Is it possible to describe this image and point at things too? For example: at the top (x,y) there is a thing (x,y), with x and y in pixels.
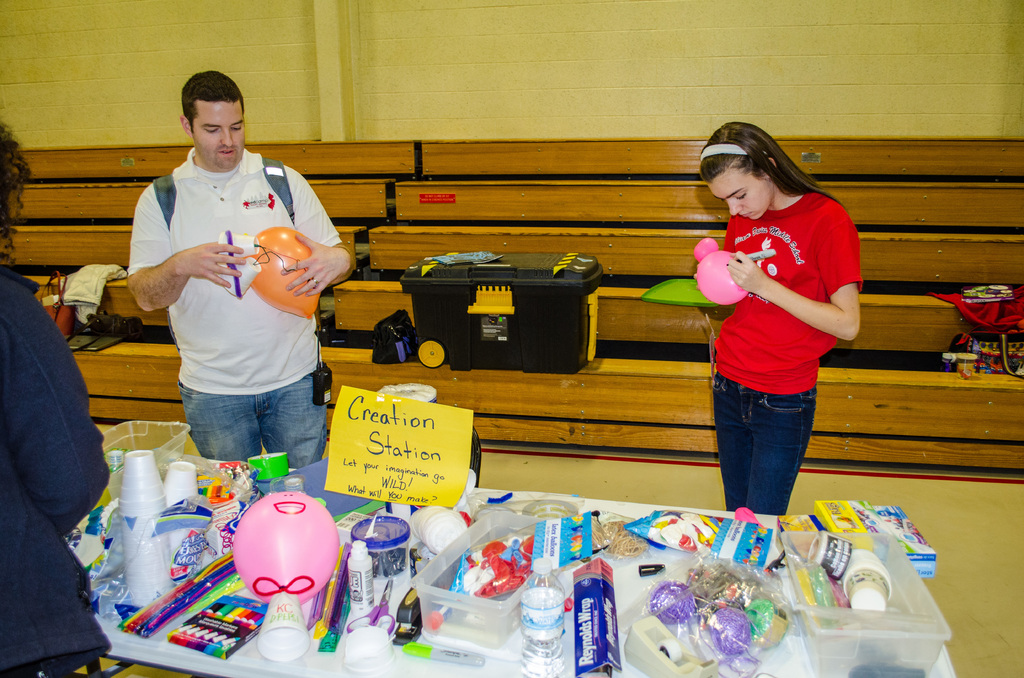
In this picture I can observe three members (801,227). One of them is a girl (779,174) wearing red color T shirt (766,300). In the bottom of the picture (328,677) I can observe a table (308,675) on which few things (315,561) are placed. In the middle of the picture (523,316) there is a black color box (454,311). In the background (462,92) there is a wall (387,92).
